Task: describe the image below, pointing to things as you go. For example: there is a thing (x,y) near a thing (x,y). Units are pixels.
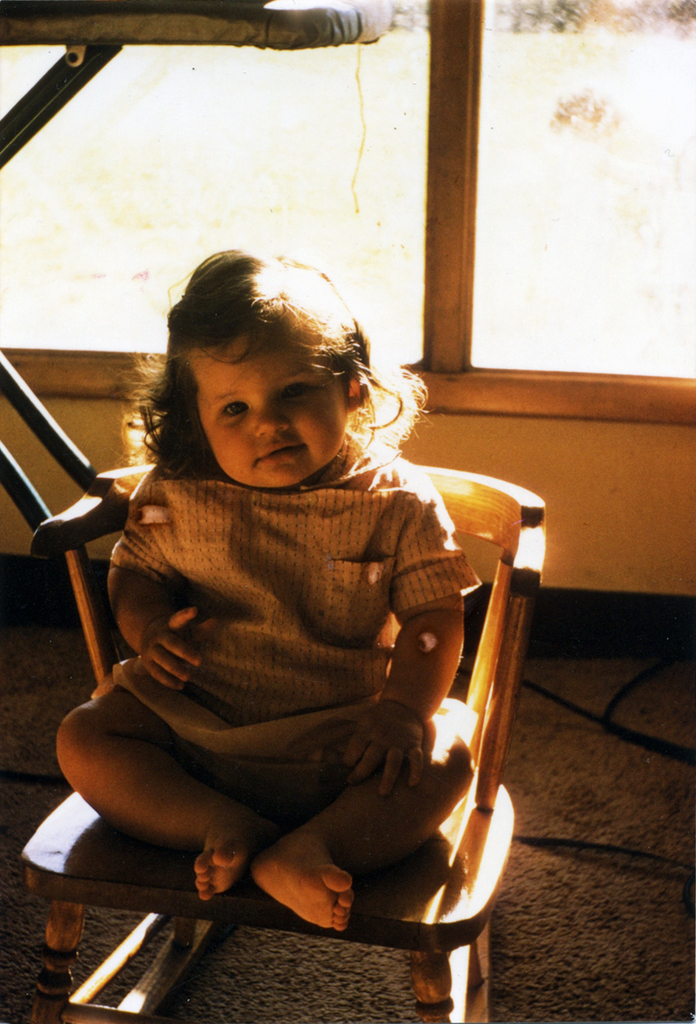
In this picture we can see a kid (156,765) sitting on the chair (471,919). And this is the floor (610,909).
